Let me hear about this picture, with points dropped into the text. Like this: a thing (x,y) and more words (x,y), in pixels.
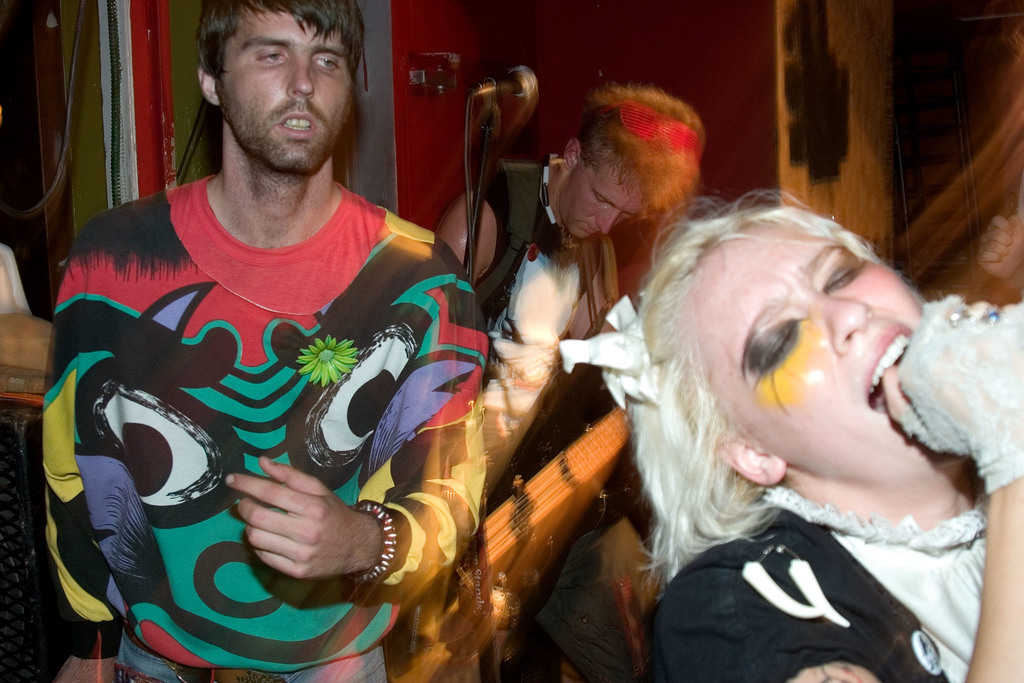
In this picture we can see three people (383,563) where a man (559,586) holding a guitar (480,576), mic (508,78) and in the background (39,95) we can see wires (114,123), wall (607,78).
